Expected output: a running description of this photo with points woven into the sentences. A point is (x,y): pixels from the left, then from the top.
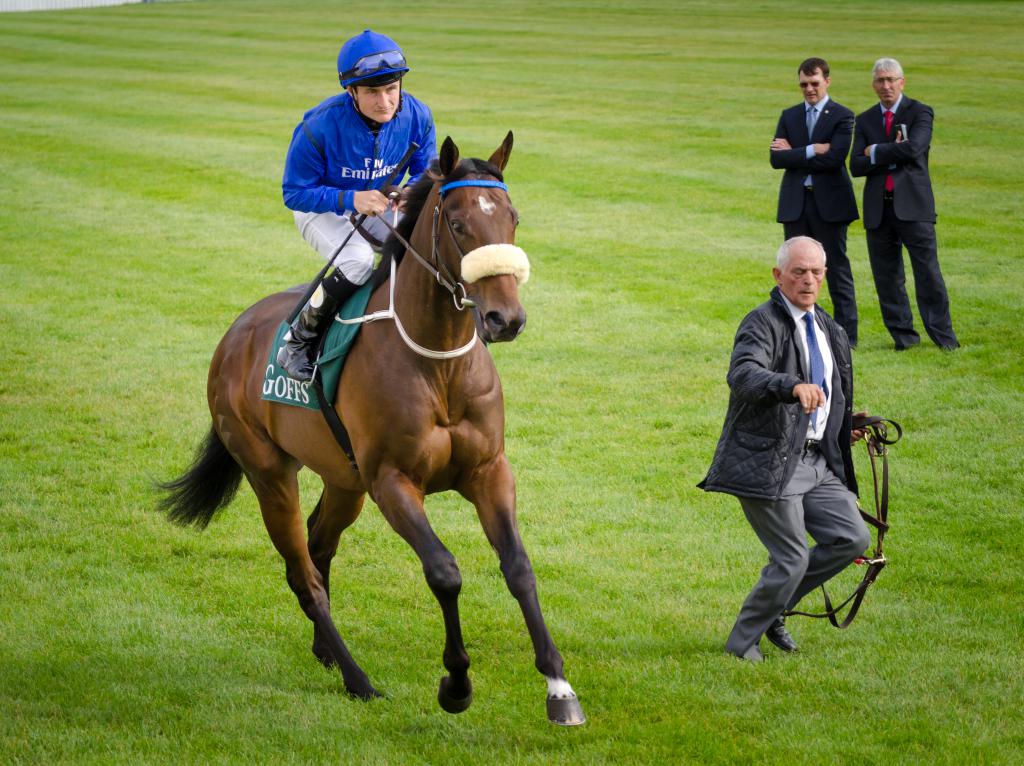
This picture describes about four people (295,346) in the left side of the given image a man (340,188) is riding the horse (355,420) in the ground (585,448).
